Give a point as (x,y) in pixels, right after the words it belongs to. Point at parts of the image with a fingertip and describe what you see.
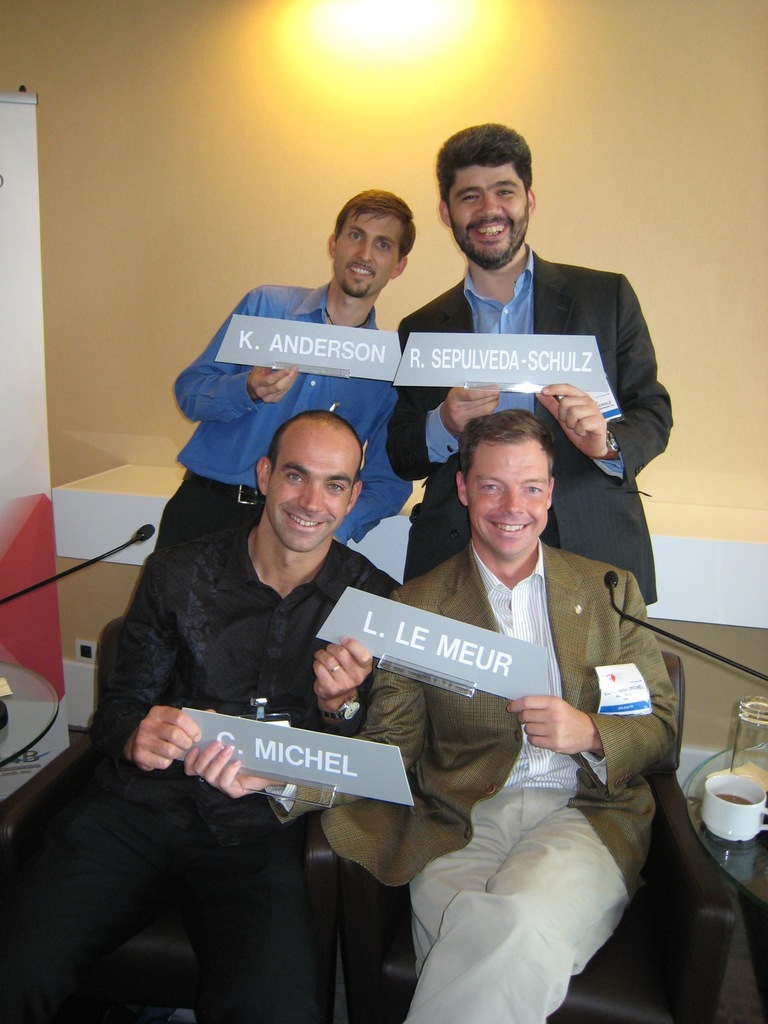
In this image we can see few people (472,285) and holding a written text board (407,358), we can see the chairs (688,931), on the right (698,820) we can see the glass table (717,853) and few objects (750,805) on it, on the left (10,139) we can see the banner (41,621) with some written text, we can see the wall (381,75) and lights (403,67) in the background (436,48).
